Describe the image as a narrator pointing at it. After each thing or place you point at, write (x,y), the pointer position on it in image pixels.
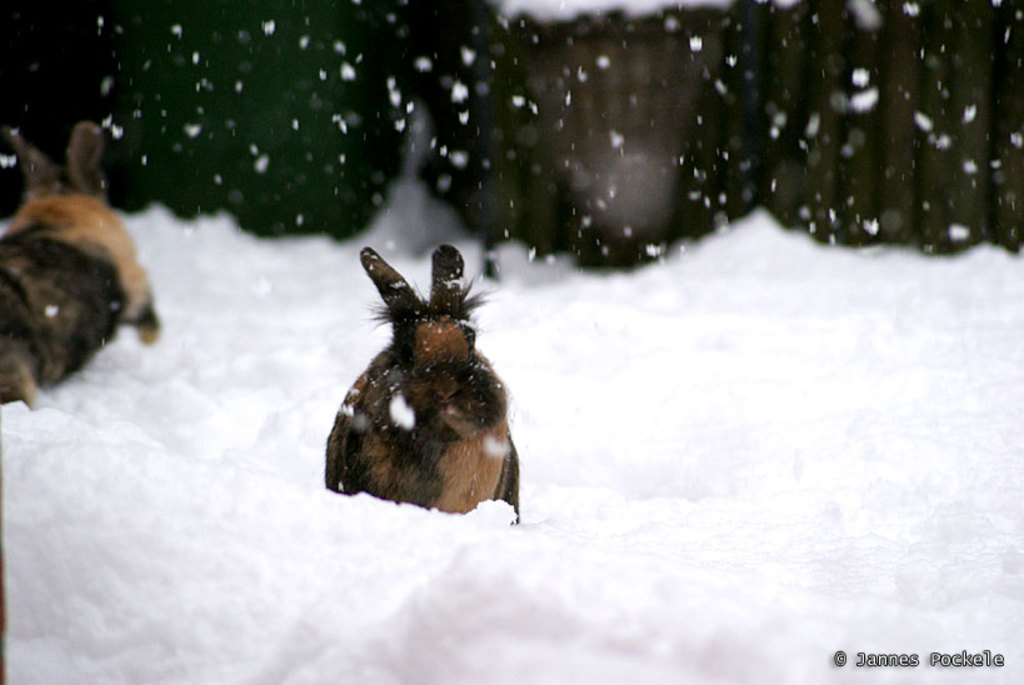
In this picture we can see two animals (82,237) on snow (526,338) and in the background (559,79) it is blurry.
